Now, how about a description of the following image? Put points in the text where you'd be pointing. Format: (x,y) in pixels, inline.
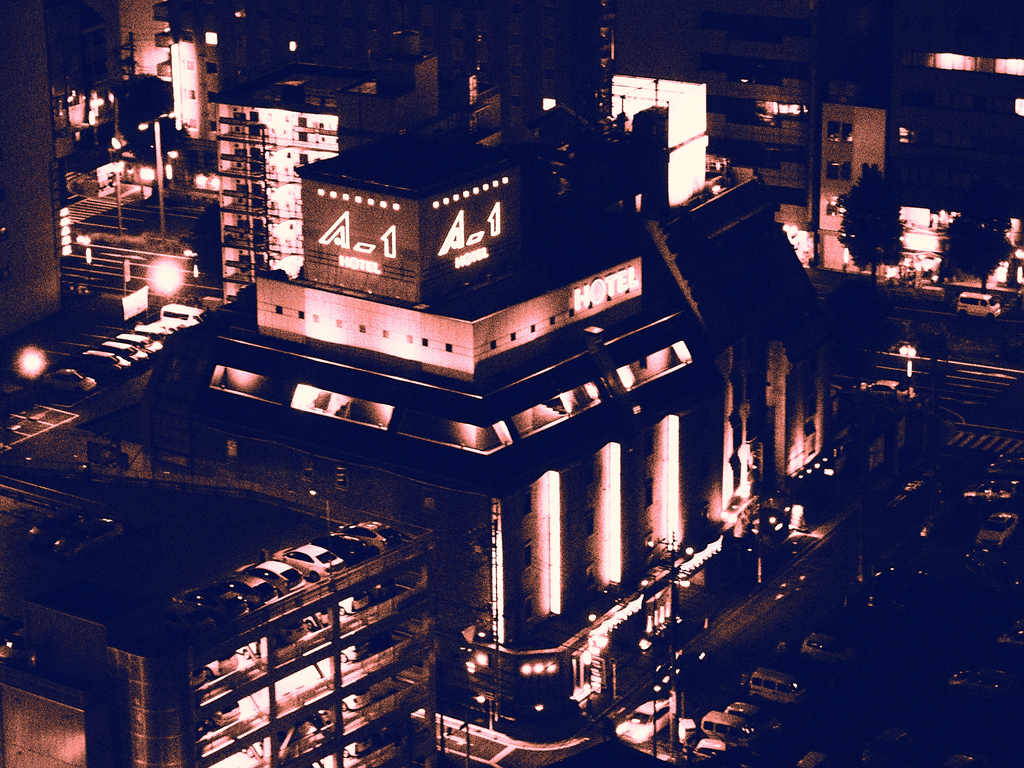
In this image we can see many buildings (634,90) around. And at the bottom right hand corner (818,763) we can see many vehicles (887,577) on the road (1000,668).
